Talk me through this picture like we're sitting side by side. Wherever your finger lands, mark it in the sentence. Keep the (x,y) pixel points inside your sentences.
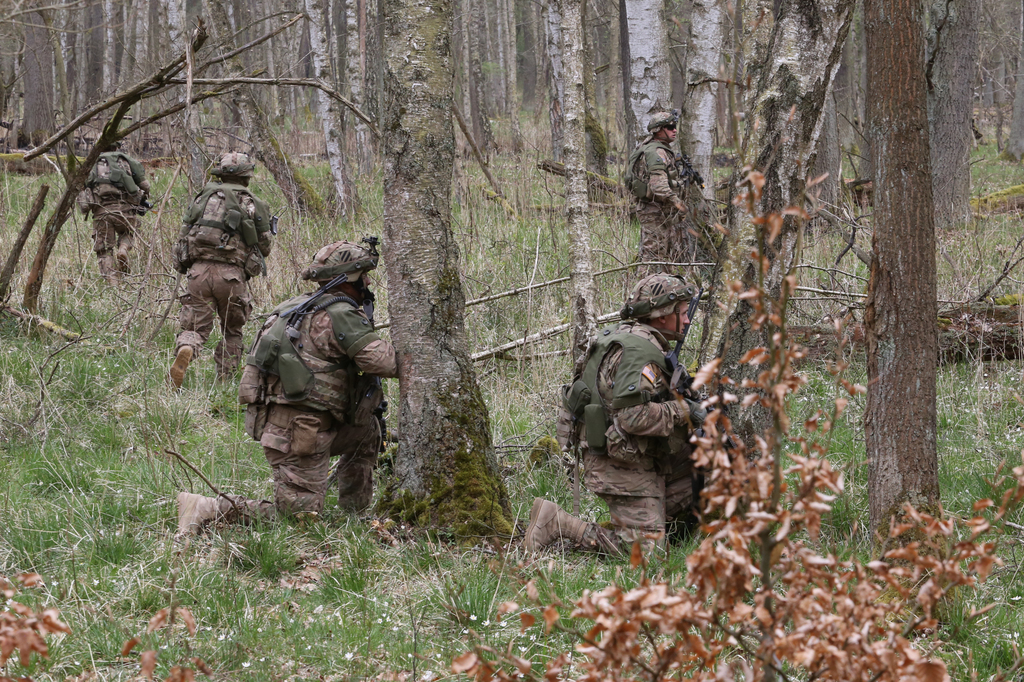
In this image we can see people (632,424) wearing military uniform (251,261) and helmets (327,262). There are trees (530,51). At the bottom of the image (308,561) there is grass (224,586).
